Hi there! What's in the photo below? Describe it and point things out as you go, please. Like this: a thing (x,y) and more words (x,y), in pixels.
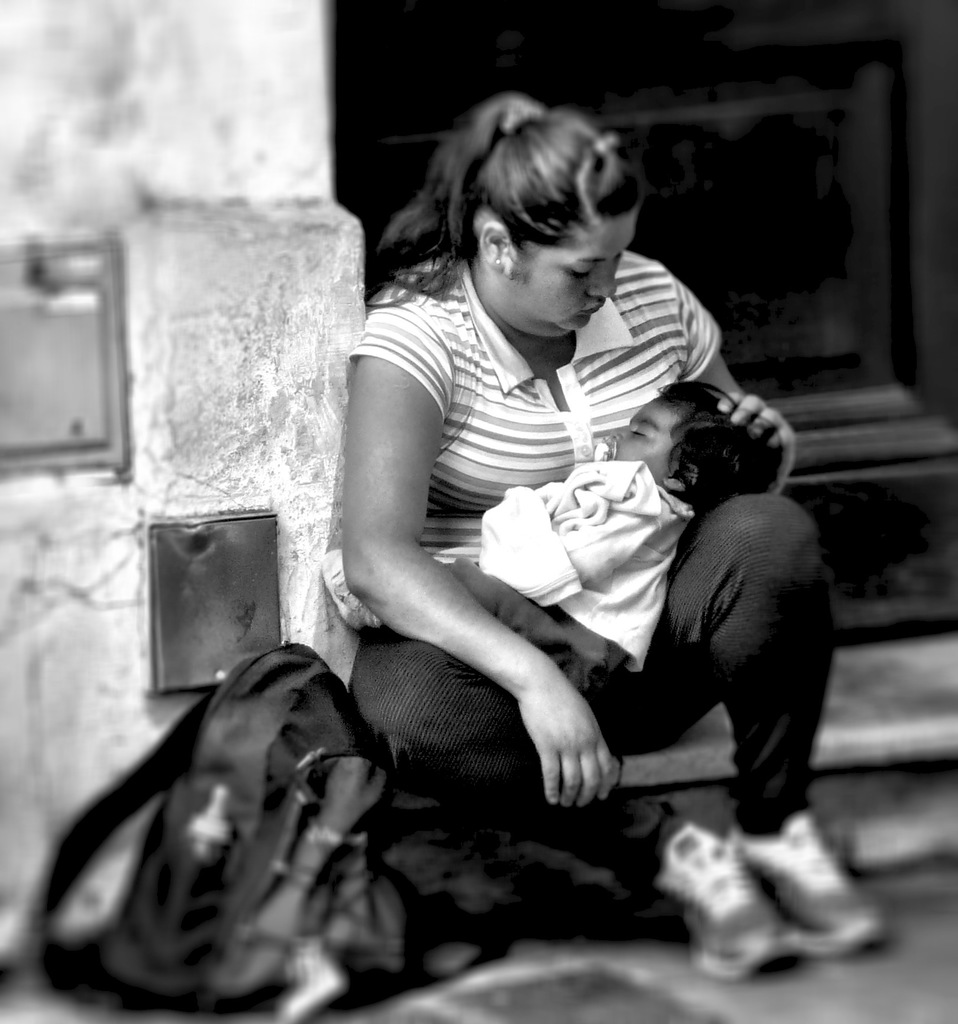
This is a black and white picture. Here we can see a woman (611,721) holding a baby (604,509) and there is a bag (274,937). On the left side of the image (159,493) we can see wall (270,185) and there is a dark background (938,558).
